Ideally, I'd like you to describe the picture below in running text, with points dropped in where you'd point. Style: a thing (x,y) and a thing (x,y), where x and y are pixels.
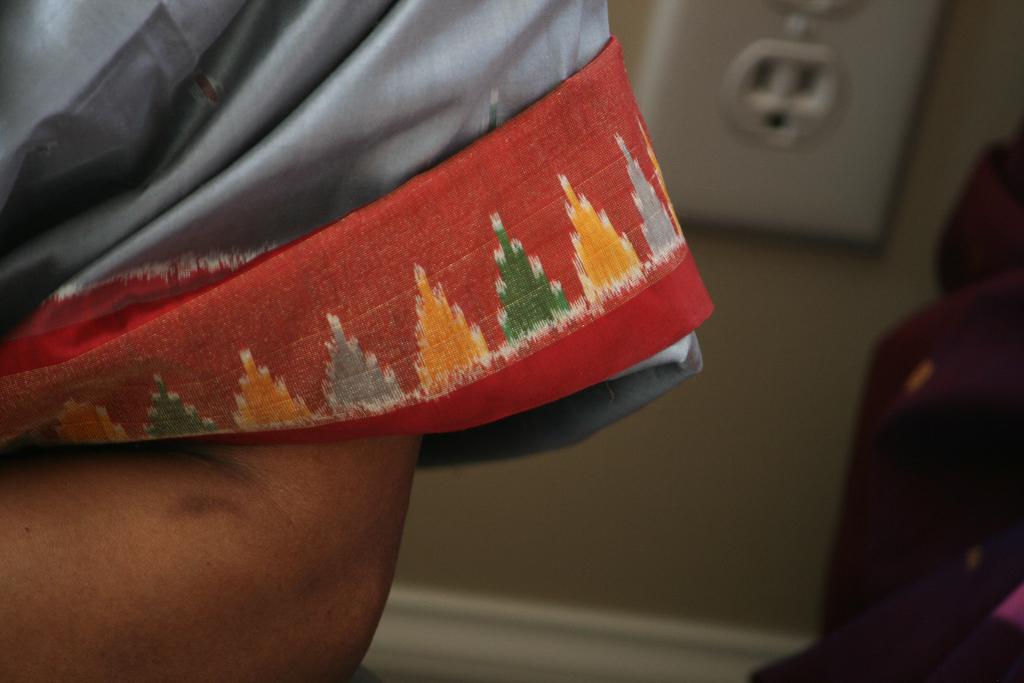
In this picture we can see a person hand (329,497), cloth (420,418) and in the background (420,496) we can see a wall (795,509) and some objects (960,542).
